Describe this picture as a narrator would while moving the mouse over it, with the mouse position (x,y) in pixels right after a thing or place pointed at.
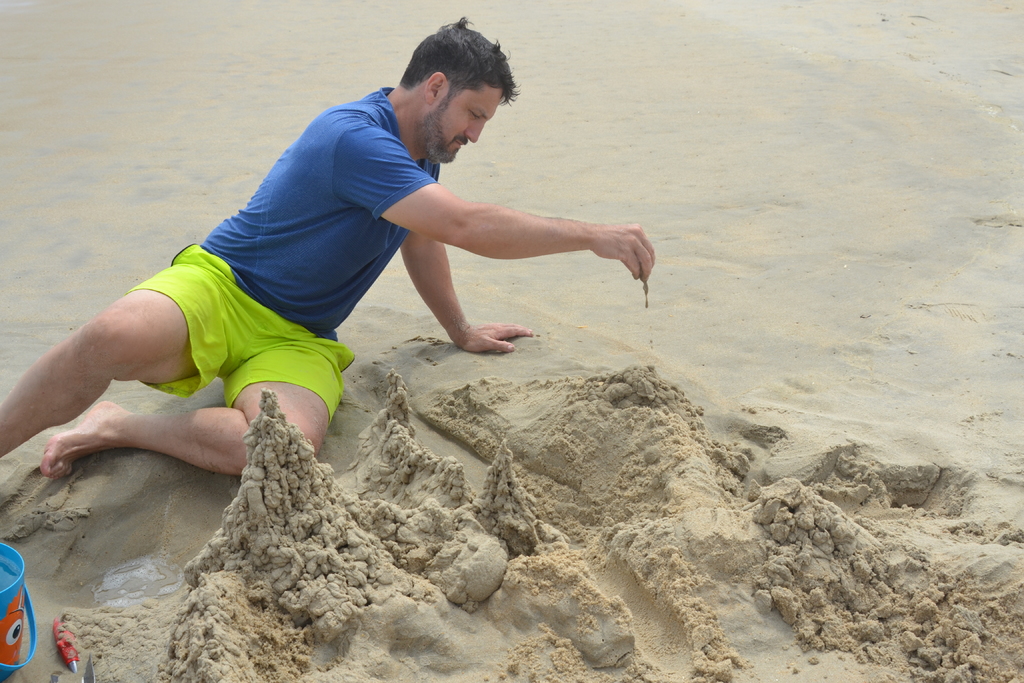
This image consists of a man (239,353) wearing a blue T-shirt (231,240) and a green short (218,347) is sitting on the sand (440,467). And he is playing with the sand (340,558). On the left (23,591), we can see a bucket (11,622). At the bottom (422,585), there is sand (497,443).
